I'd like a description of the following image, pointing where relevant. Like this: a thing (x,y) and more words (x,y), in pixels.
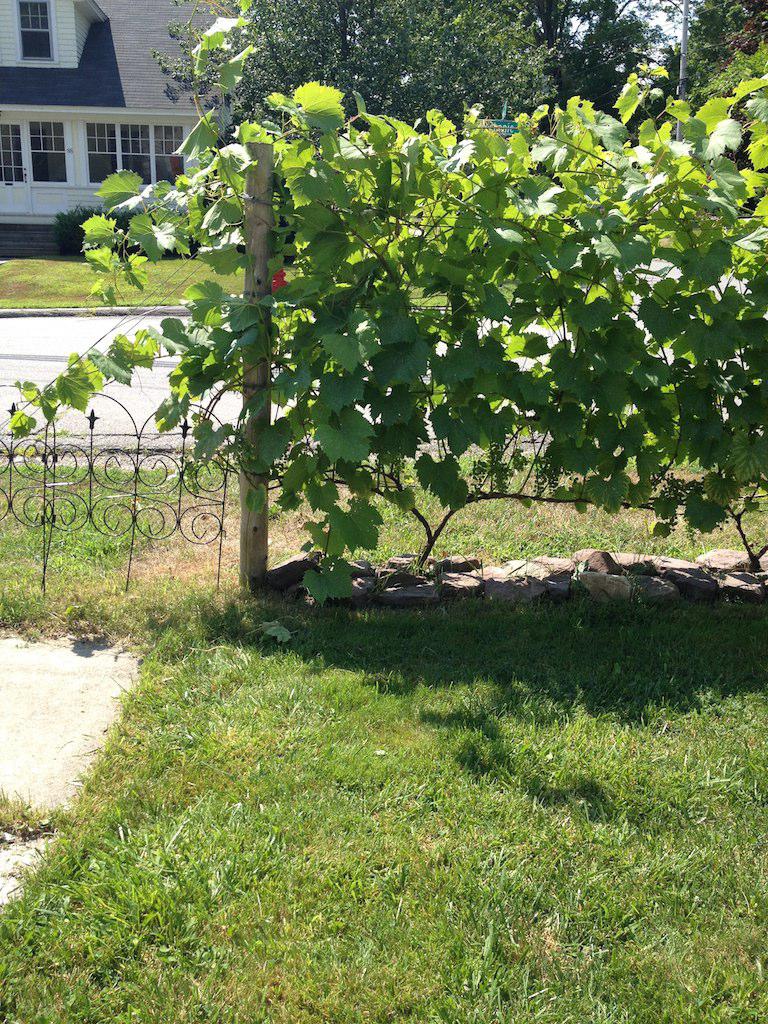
In this image we can see the building (25,31), fence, stones (741,596), plants (403,247), grass (437,849) and also the trees (537,76). We can also see a pole (687,1), stairs (42,251) and also the road (151,396).
